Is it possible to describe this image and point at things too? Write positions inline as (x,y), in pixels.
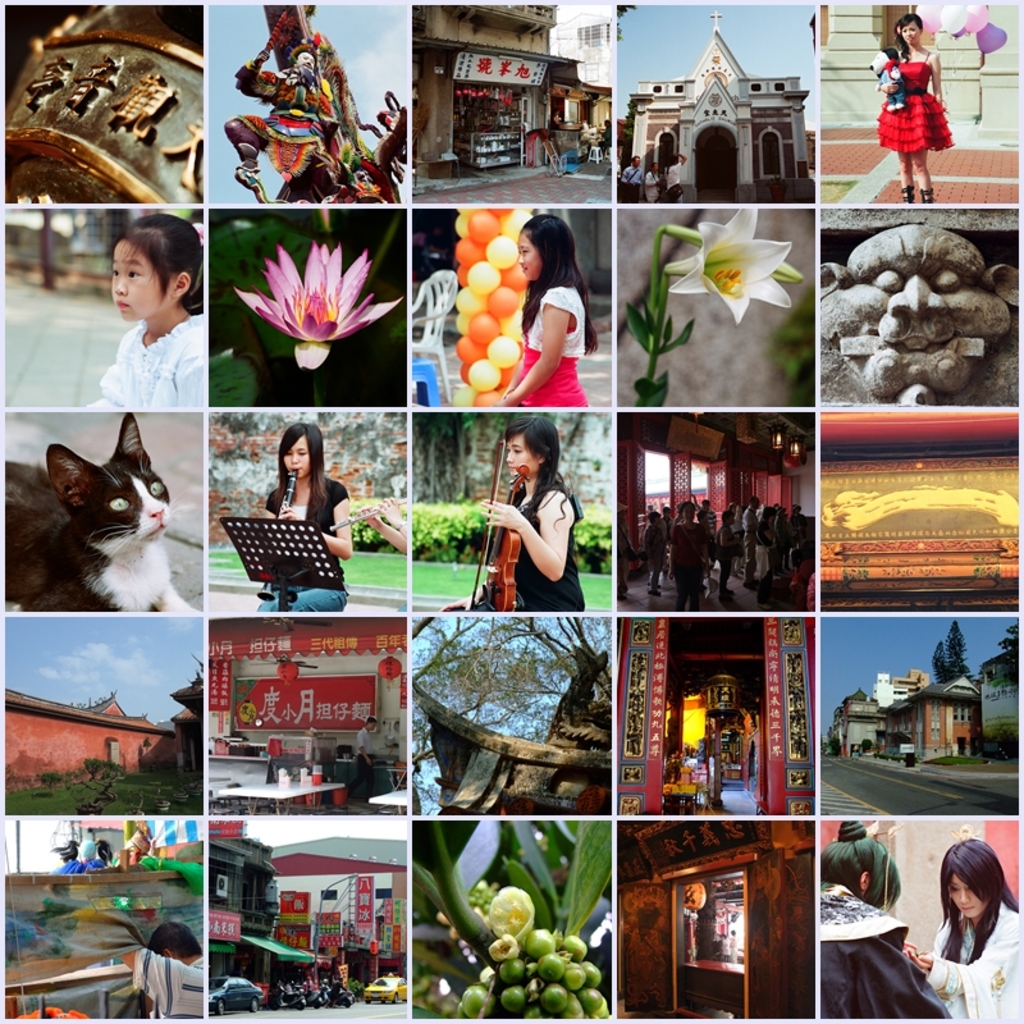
It's a photo collage in the right (869,832) there are two girls (961,842) in this image and at the top (877,244) it's a statue (898,299) in a beautiful girl (885,124) is standing she wears red color dress (903,125) at here and the left a girl (156,309) looking at the left side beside her it's a beautiful lotus flower (303,312).
